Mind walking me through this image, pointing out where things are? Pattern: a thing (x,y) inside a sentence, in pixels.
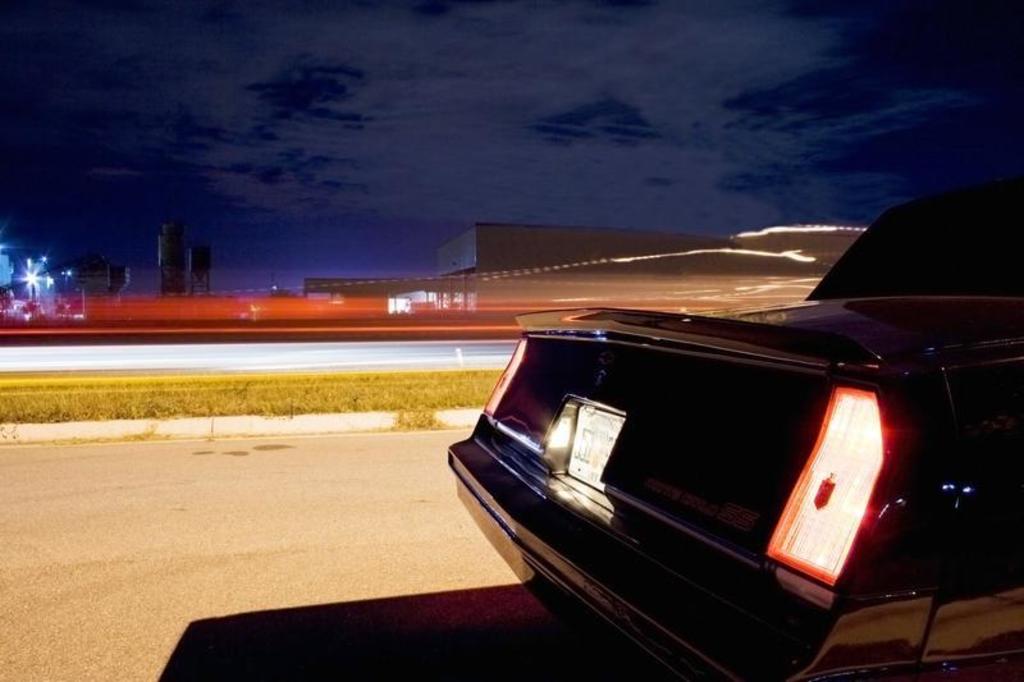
In the center of the image (664,366) we can see one black car (722,529) on the road (264,587). In the background (439,187) we can see the sky (494,85), clouds (486,133), buildings (76,289), poles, lights (69,275), grass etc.
